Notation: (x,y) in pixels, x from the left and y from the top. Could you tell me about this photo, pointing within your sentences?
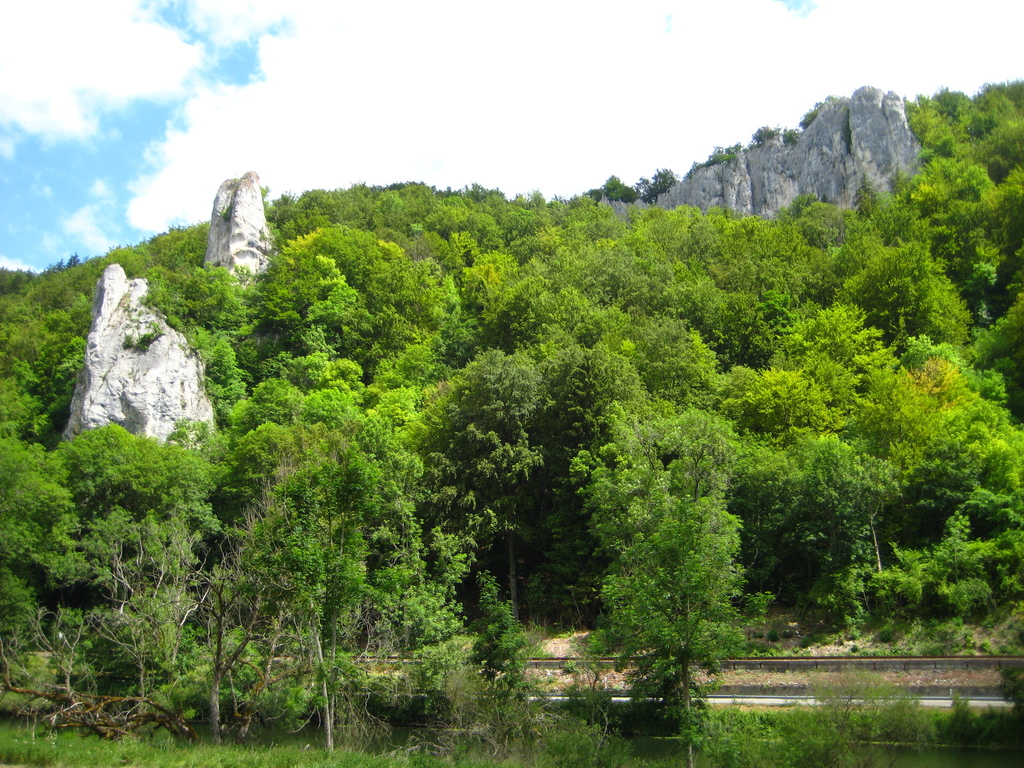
In this picture we can see trees (550,346) and rocks (167,352), in the background (391,67) we can see clouds (292,126).
